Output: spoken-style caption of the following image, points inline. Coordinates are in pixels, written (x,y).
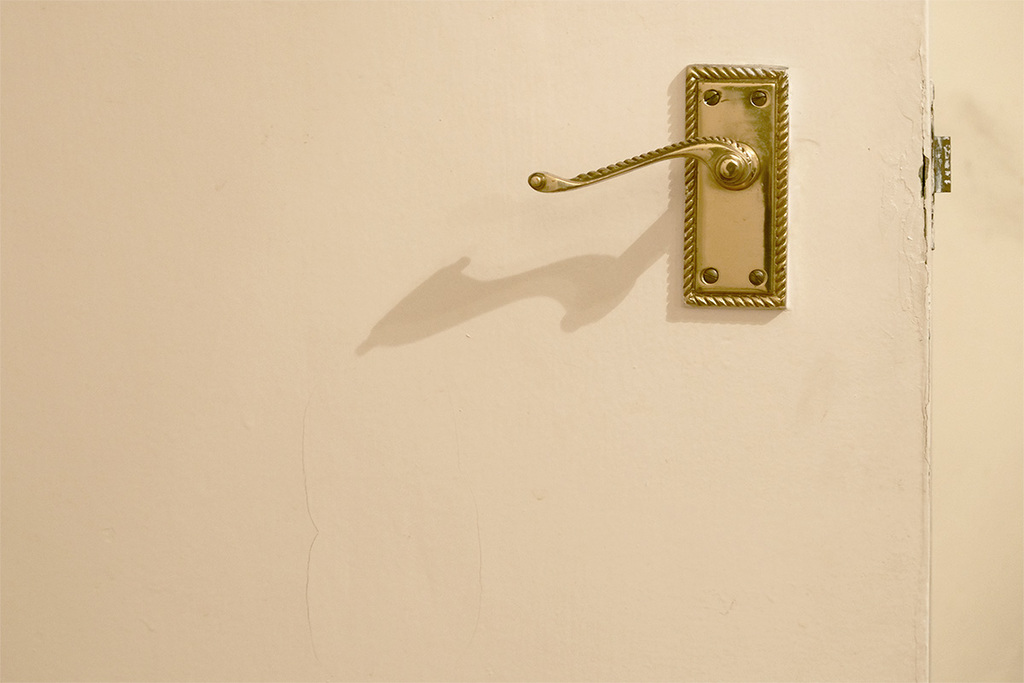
In the foreground of this image (486,275), there is a handle (687,138) to a door (838,553). On the right (978,405), there is a cream wall (993,420).
